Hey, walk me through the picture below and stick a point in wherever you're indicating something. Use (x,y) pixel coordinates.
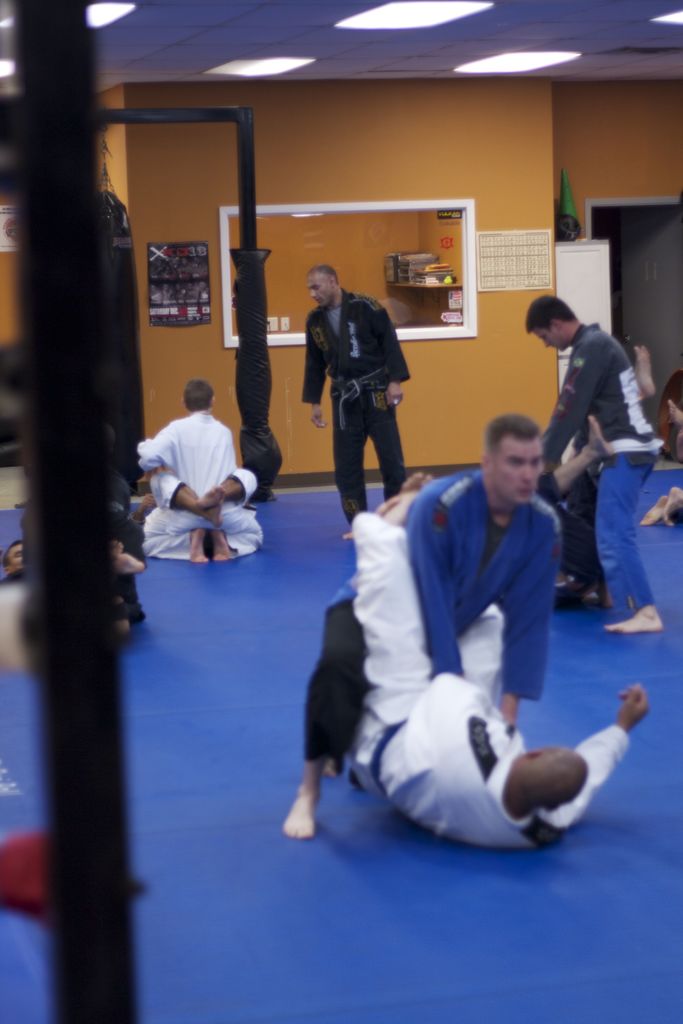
In this picture we can see a man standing and a group of people (512,735) on the floor (298,777), rods (83,264), posters (495,239), lights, walls (516,105) and some objects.
